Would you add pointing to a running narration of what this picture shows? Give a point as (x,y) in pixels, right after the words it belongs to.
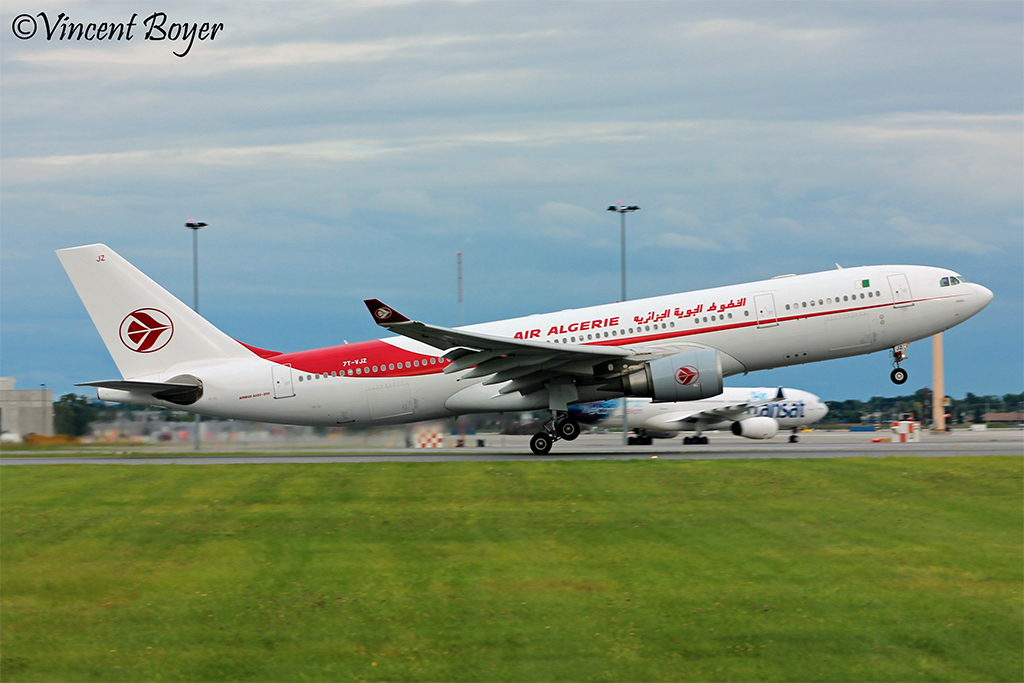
In this image in the center (509,384) there are two airplanes (658,382), and at the bottom (338,543) there is grass (856,548). And in the background (964,406) there are some trees (846,402), poles (934,411), buildings (0,406) and street lights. On the top of the image (592,68) there is sky (576,59).
